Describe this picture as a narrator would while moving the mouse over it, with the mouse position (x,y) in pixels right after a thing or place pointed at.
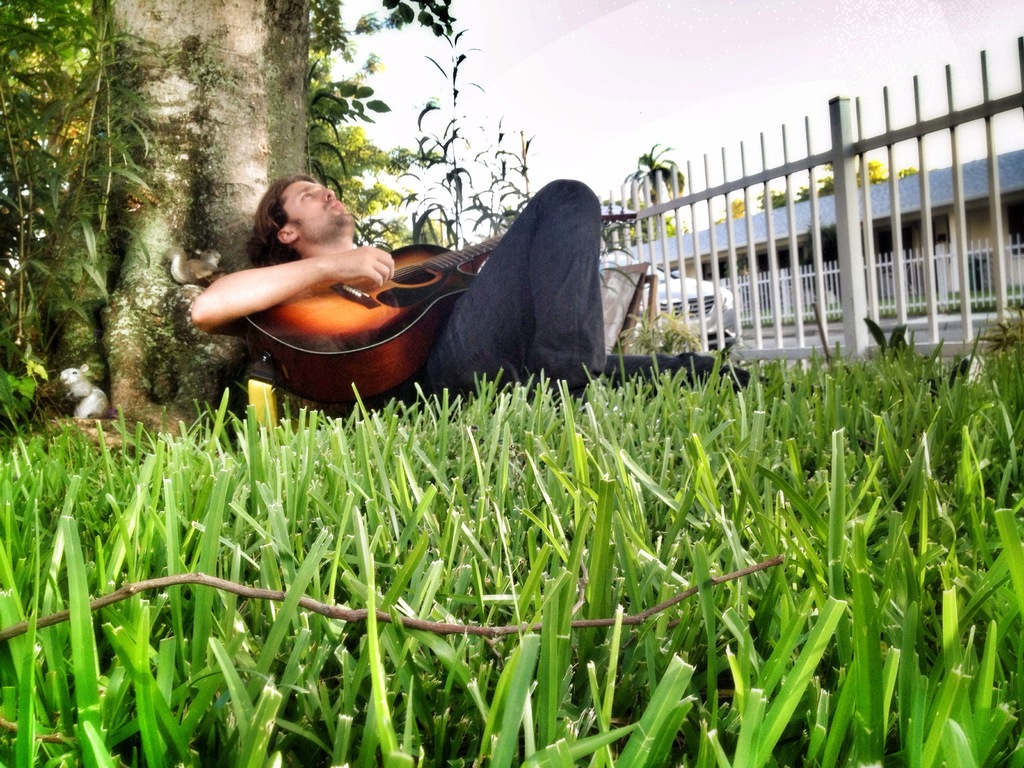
In this picture there is a man (514,297) sitting and playing guitar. At the back (1008,199) there is a building (802,294) and there is a vehicle (677,292) behind the railing (843,216) and there are trees (52,201). At the top (493,64) there is sky (650,64). At the bottom (47,636) there is grass (738,636) and there is a rabbit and squirrel (180,271) on the tree (212,239).
